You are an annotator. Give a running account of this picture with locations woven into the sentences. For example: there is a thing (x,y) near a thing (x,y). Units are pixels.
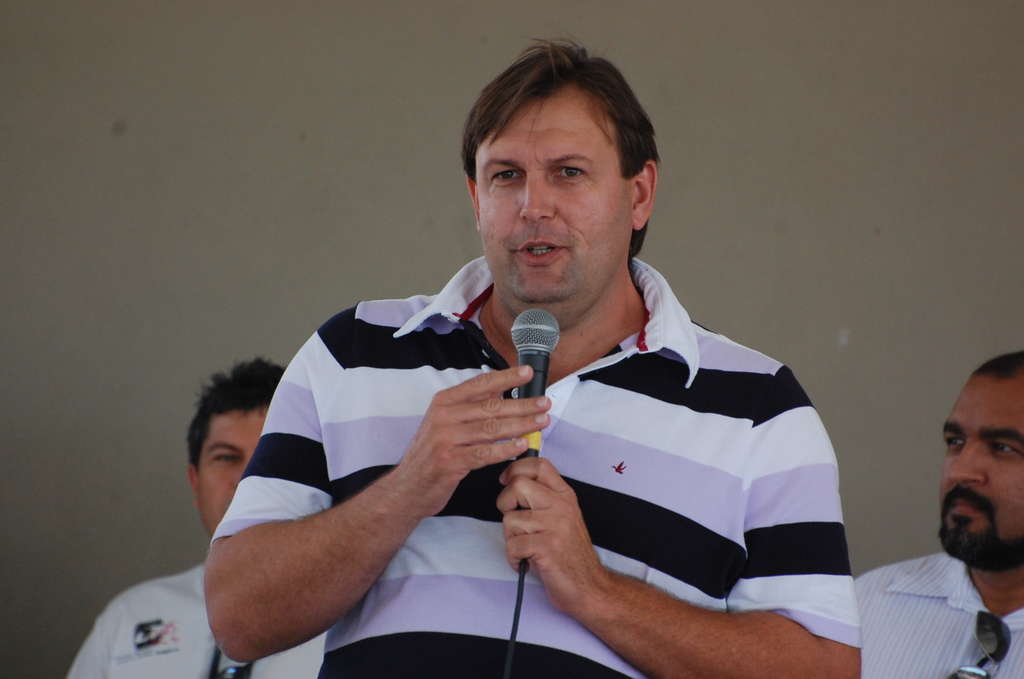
As we can see in the image there is a gray color wall (72,375) and three people (242,551) over here. The man (510,558) who is standing over here is holding mic (522,333) in his hand (479,421).
